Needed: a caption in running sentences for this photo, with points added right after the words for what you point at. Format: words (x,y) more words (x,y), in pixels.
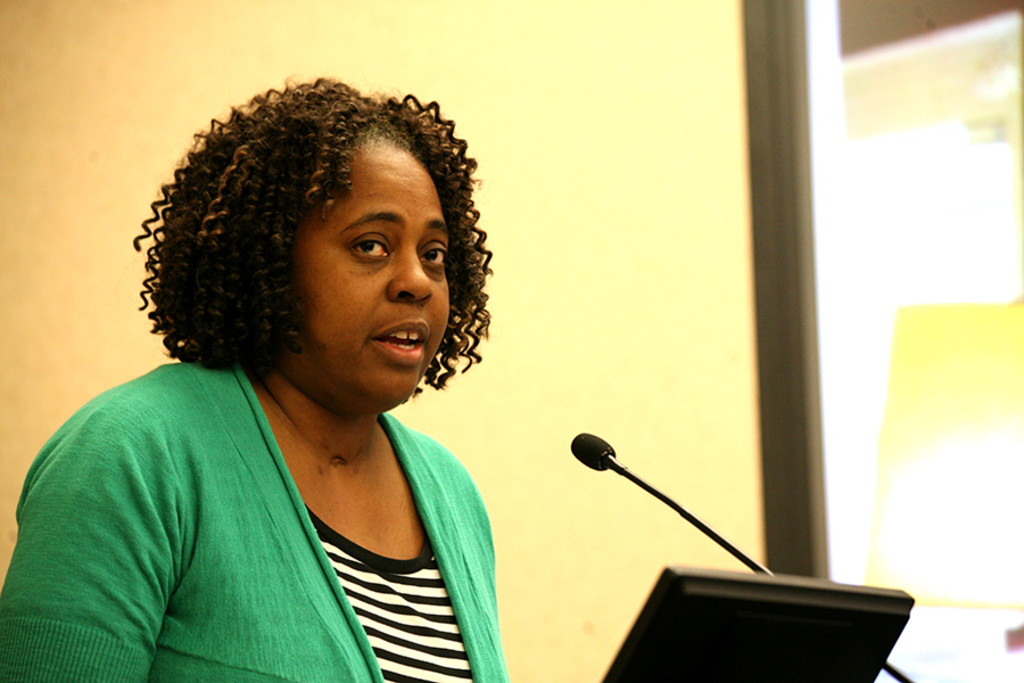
In this picture we can see a woman (153,547) and in front of her we can see a mic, device (729,593) and in the background (683,213) we can see the wall (687,348), glass (955,427).
